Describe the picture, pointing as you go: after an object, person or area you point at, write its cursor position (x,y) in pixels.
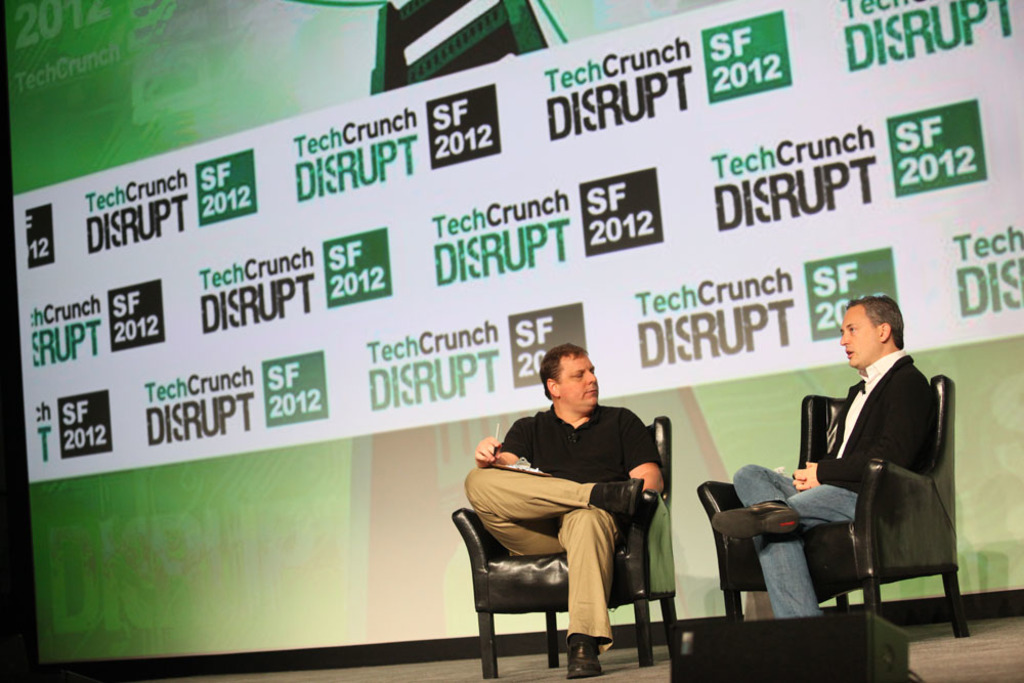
There are two persons (644,463) sitting on chairs (837,532). A person (643,478) wearing a black and brown dress (580,476) is holding a writing pad (526,460). In the background (543,286) there is a banner (505,286). In the front (783,644) there is a speaker (803,641).
